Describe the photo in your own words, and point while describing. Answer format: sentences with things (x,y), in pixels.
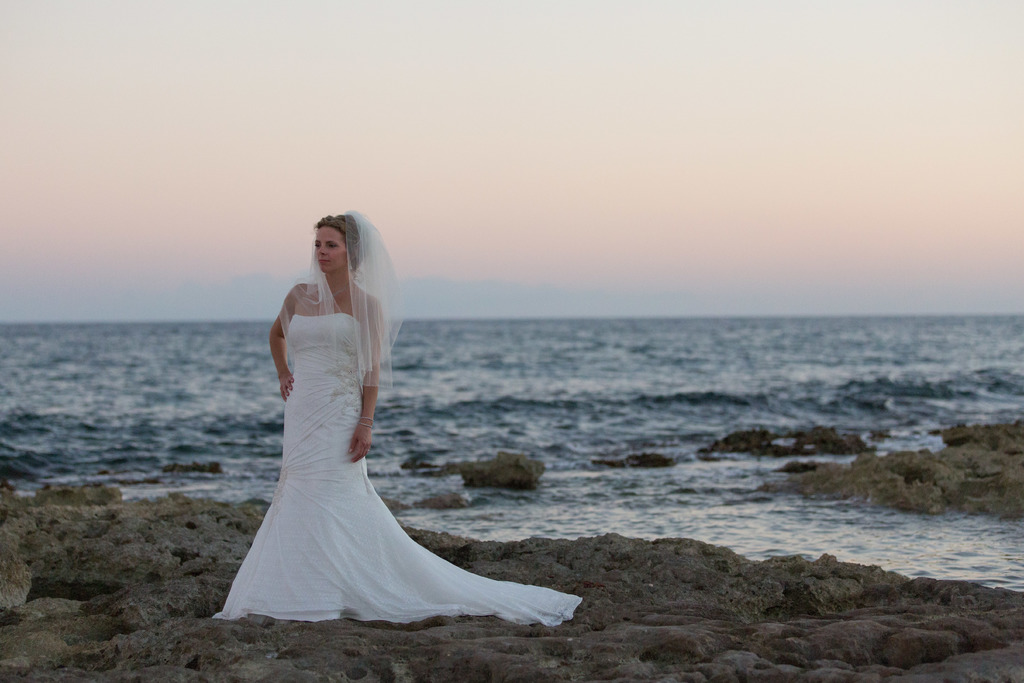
In this picture, we can see a bride (332,598) on the ground (484,574), and we can see water (690,333), and the sky (103,227).
